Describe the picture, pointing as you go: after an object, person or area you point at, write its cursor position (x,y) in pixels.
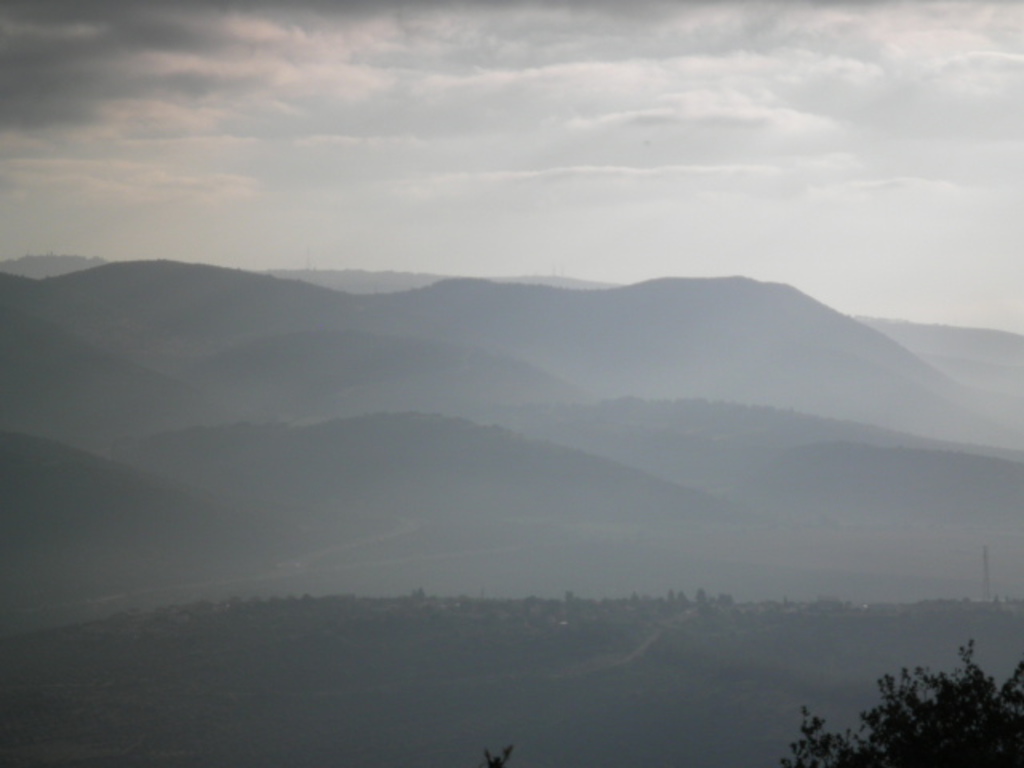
The picture consists of hills (595,492) and trees (1000,716). Sky (215,253) is cloudy.
